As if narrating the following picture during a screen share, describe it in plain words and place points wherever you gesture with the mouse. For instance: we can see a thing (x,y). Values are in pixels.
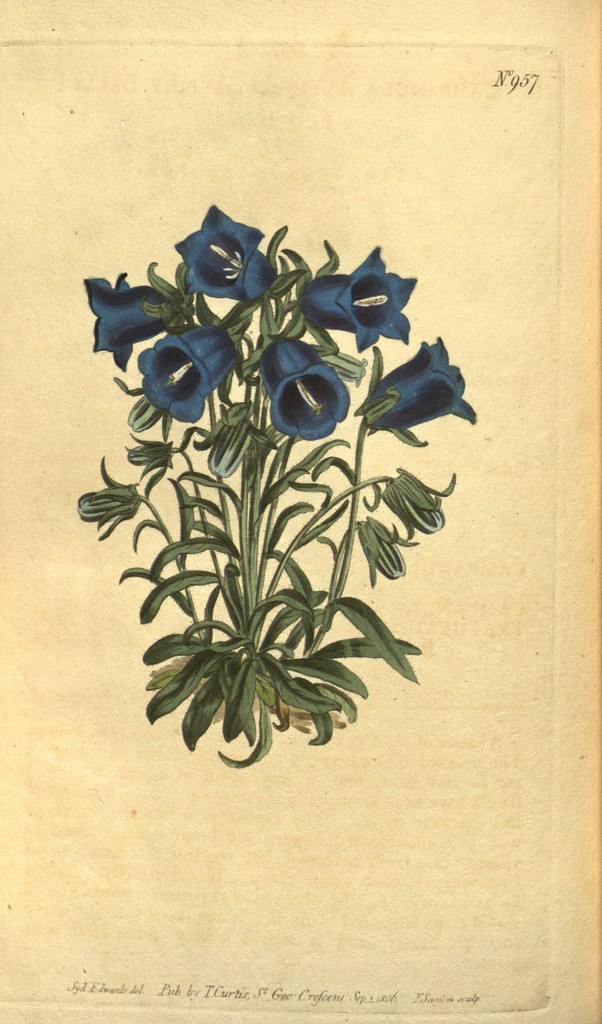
In this image, we can see a painting (270,367) of a plant (245,437) along with flowers (205,331).
